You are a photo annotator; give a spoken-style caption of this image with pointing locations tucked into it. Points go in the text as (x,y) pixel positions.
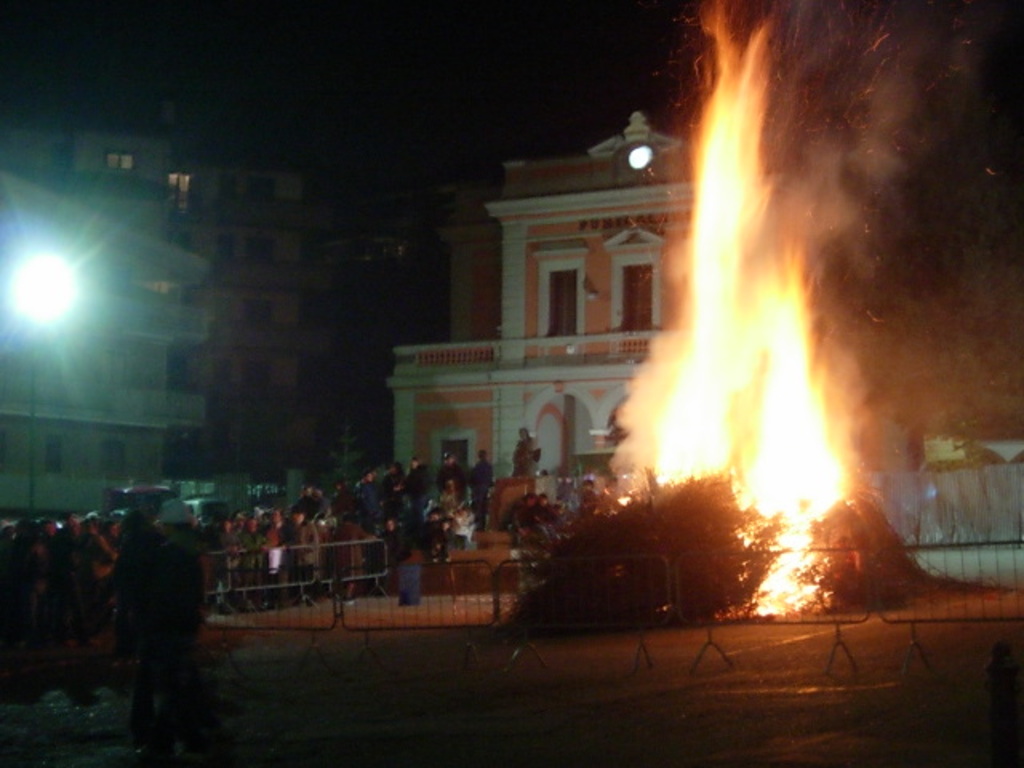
In this image we can see people (255,565), fence (595,592), fire (732,415), pole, light (55,269), and buildings (616,346). There is a dark background (1019,63).
